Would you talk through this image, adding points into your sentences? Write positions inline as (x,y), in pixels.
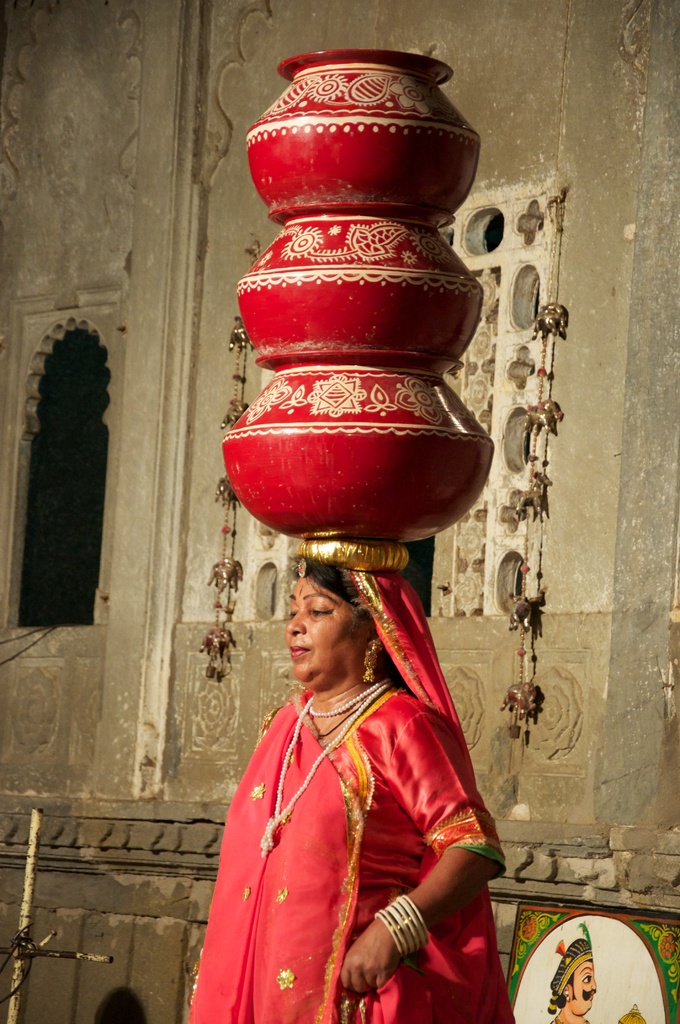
In this image I can see the person (258,781) with the dress (312,796) and few spots (316,518) on her. To the left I can see the metal rod (35,861). In the background (532,666) I can see the decorative items (522,671) and the board (617,993) to the wall (33,918).
